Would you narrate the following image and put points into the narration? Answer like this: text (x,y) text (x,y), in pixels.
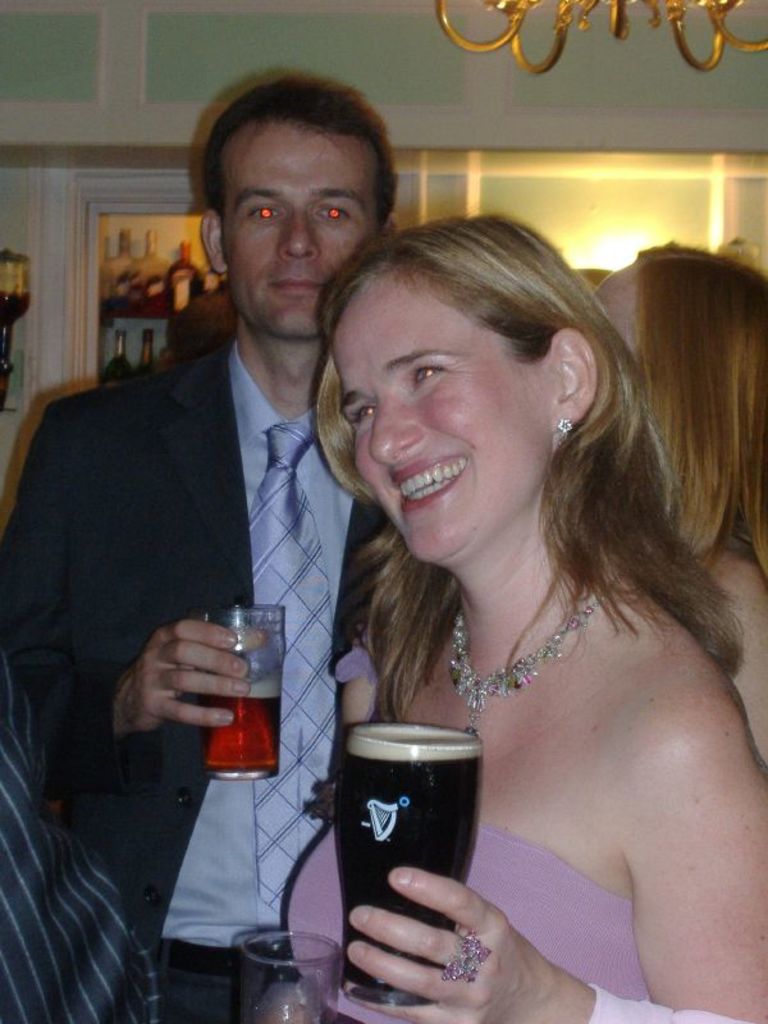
Here I can see few people (517,873) are standing and holding a beer glasses (404,855) in their hands (443,979). On the right side (538,635) there is a woman (604,844) smiling beside her there is a man (239,525) looking at the picture. In the background (301,42) there is a wall (104,80) and a rack (147,315) in that few bottles (137,279) are arranged in an order.
